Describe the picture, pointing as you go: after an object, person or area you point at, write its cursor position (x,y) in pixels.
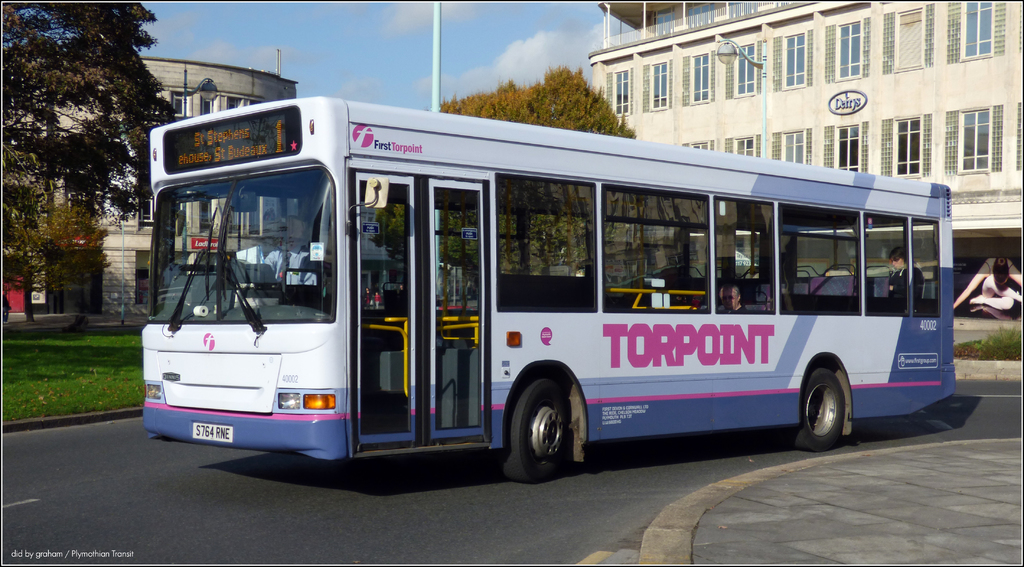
In this image there is a bus (542,254) on the road (359,464). At the left side (42,379) there is a grass (62,359) on the surface (63,363). At the background (772,85) there are trees (554,71), buildings (613,76) and sky (375,53).
